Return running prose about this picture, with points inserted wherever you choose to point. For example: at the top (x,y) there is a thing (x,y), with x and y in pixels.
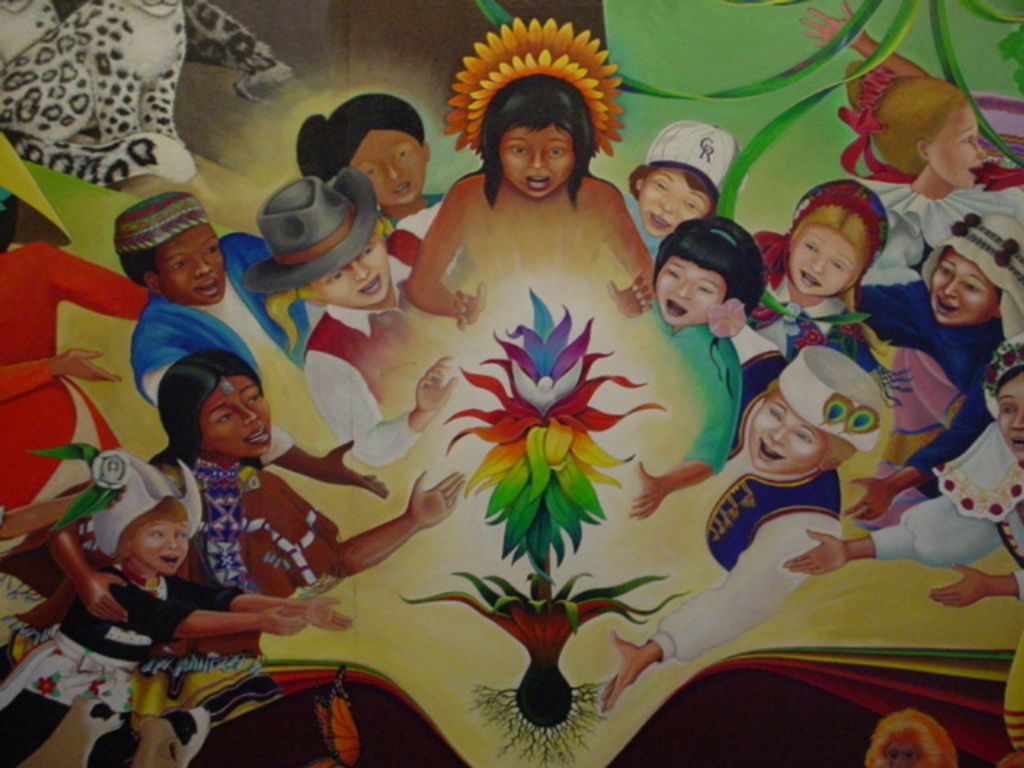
In this image I can see few paintings (773,492) of few persons (220,407). In front I can see flowers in multi color and the persons (423,391) are wearing different color dresses (694,442). Background (695,24) the wall (670,70) is in green and brown color.
